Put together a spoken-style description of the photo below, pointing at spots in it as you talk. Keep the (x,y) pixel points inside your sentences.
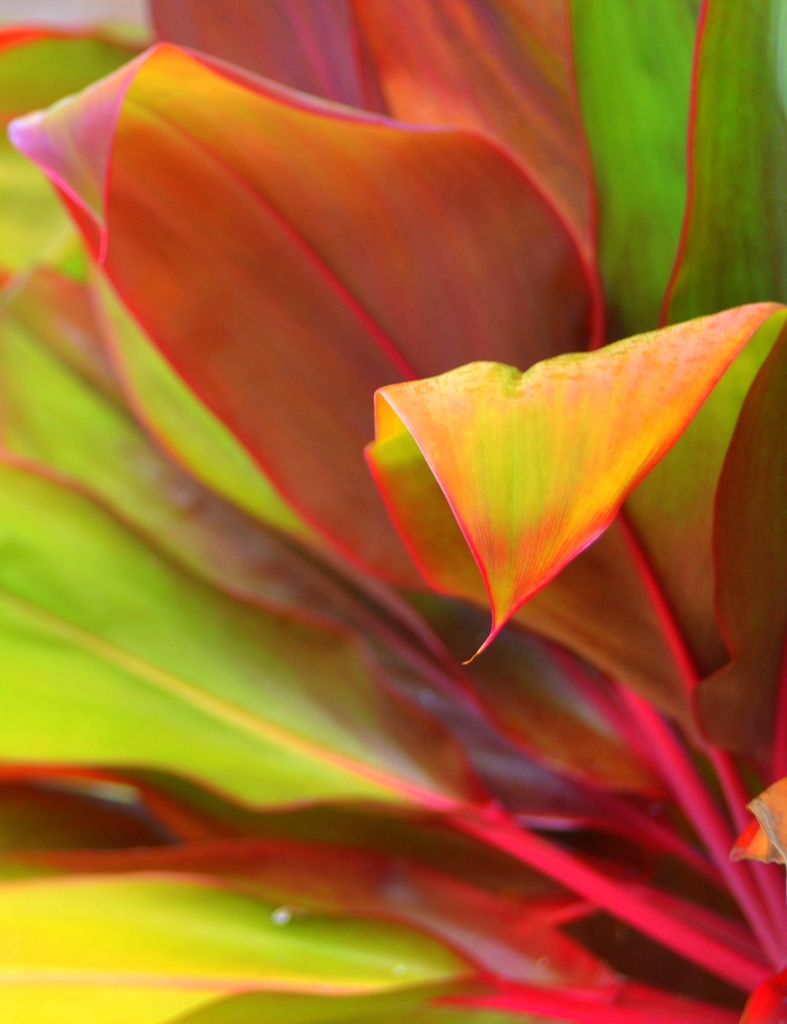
In the picture we can see full of leaves (312,889) some are red and yellowish in color.
